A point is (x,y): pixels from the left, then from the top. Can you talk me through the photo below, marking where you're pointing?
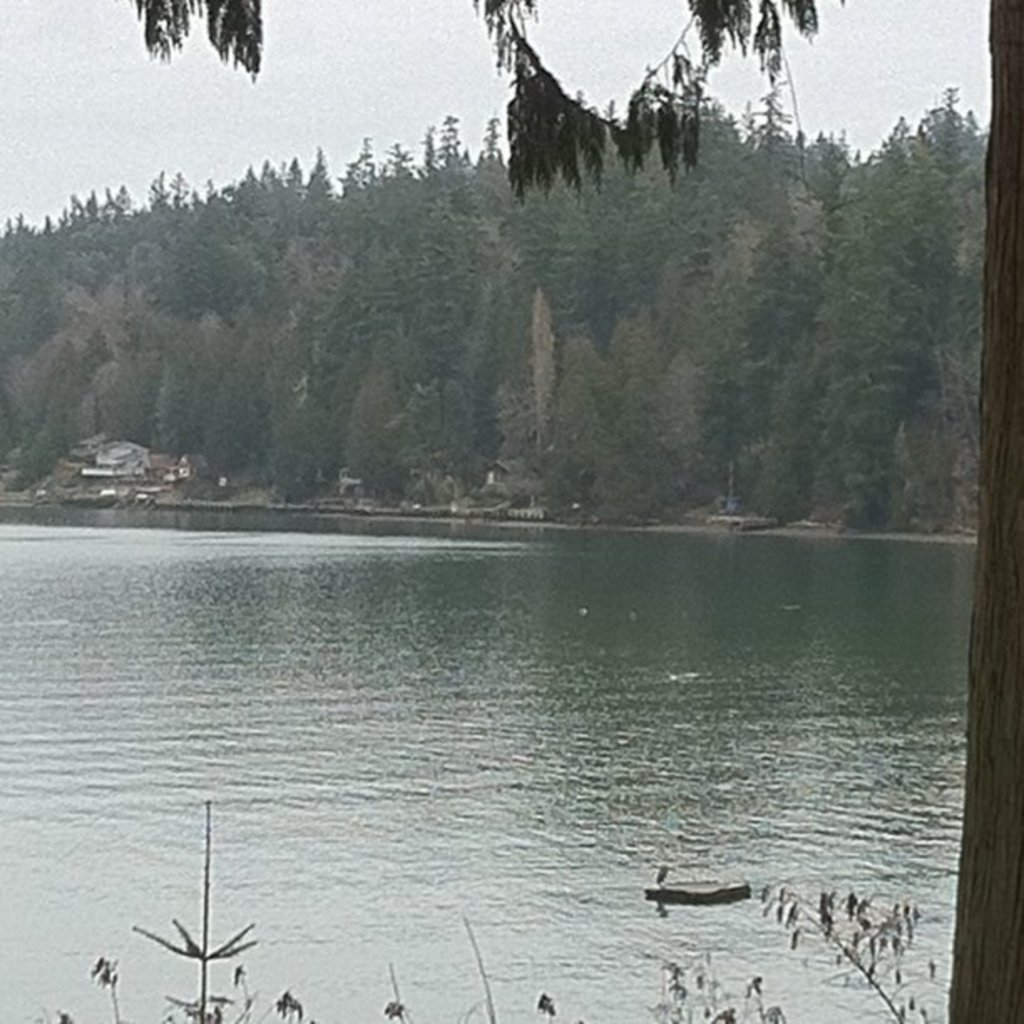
In this image we can see lake (358,725), plants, buildings (185,465), trees (577,332) and sky (762,92).
